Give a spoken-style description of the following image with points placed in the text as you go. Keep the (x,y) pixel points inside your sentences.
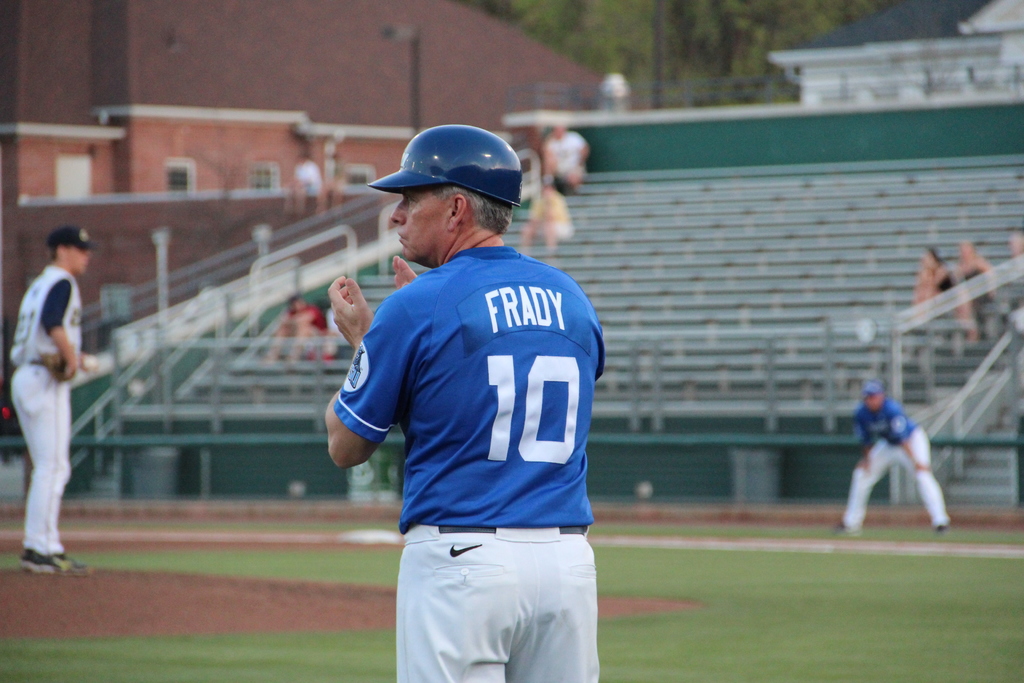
In this picture we can see three men (32,374) standing on the ground (346,681) and in the background (550,154) we can see some people (546,155) sitting on steps (652,187), buildings (157,103), trees (738,16).
